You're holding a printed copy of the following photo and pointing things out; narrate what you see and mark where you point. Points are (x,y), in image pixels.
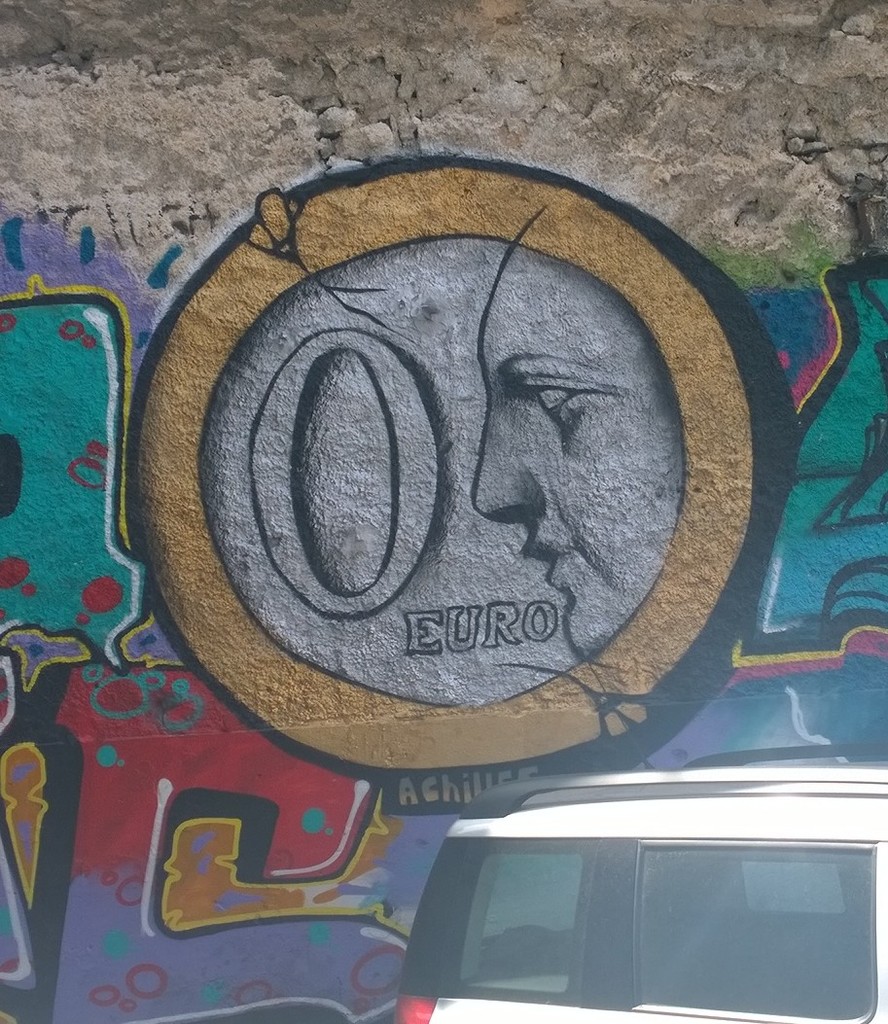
In this image I can see a wall painting (562,459) with different colors. I can see a vehicle (640,814) in white and black color.
